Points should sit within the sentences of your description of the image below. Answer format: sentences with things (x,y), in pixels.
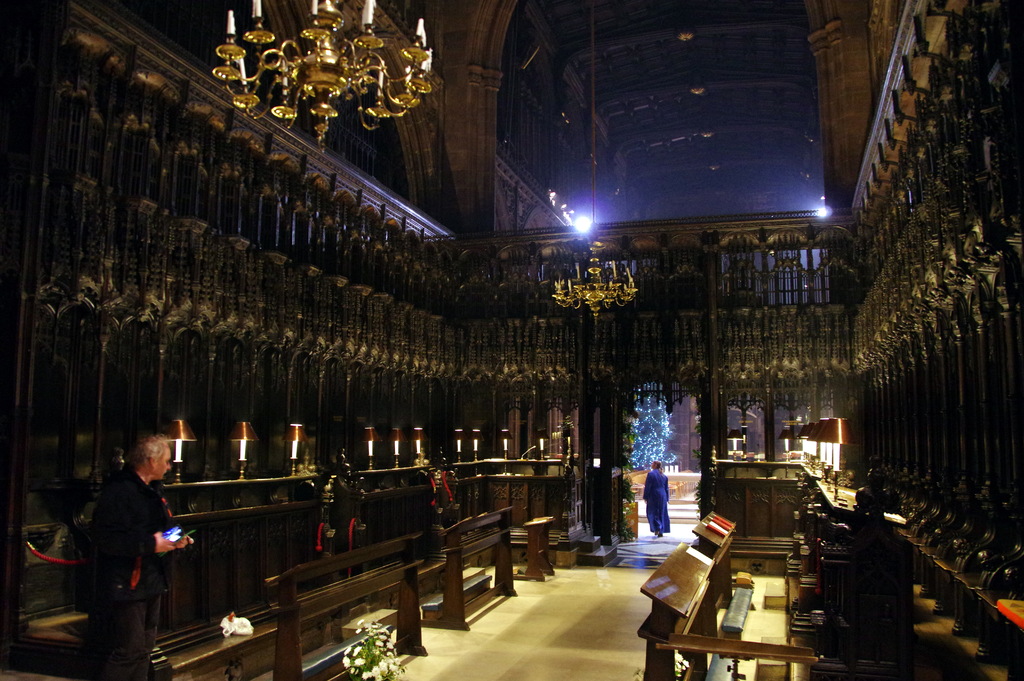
In this image I can see inside view of a building (530,322) and I can also see two persons (133,676) are standing. On the left side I can see number of candles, a plant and in the background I can see two lights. I can also see few more candles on the right side of the image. In the front (694,567) I can see few tables (706,557) and seats (403,598).
